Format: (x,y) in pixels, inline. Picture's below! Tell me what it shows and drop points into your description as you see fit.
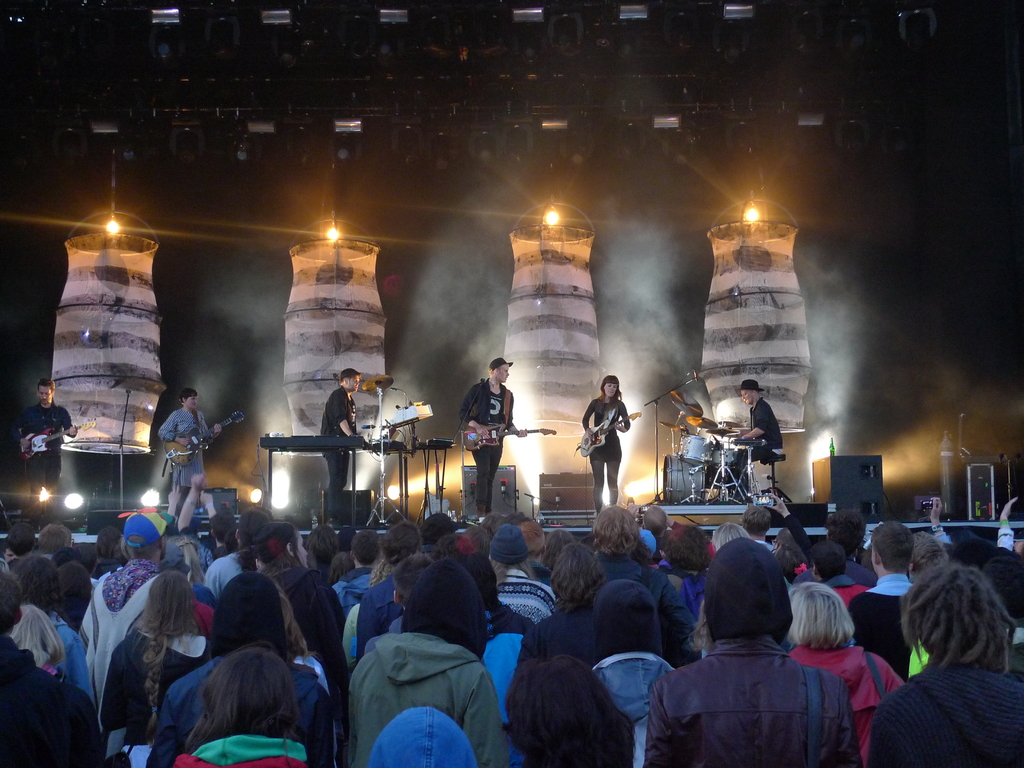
In the foreground (348,643) I can see a crowd (482,676) on the road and a group of people (616,467) are playing musical instruments (501,427) on the stage (556,486), speakers (550,473), mikes (462,487) and so on. In the background (637,476) I can see lighting lamps (554,319), metal rods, focus lights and smoke (421,300). This image is taken may be during night.
